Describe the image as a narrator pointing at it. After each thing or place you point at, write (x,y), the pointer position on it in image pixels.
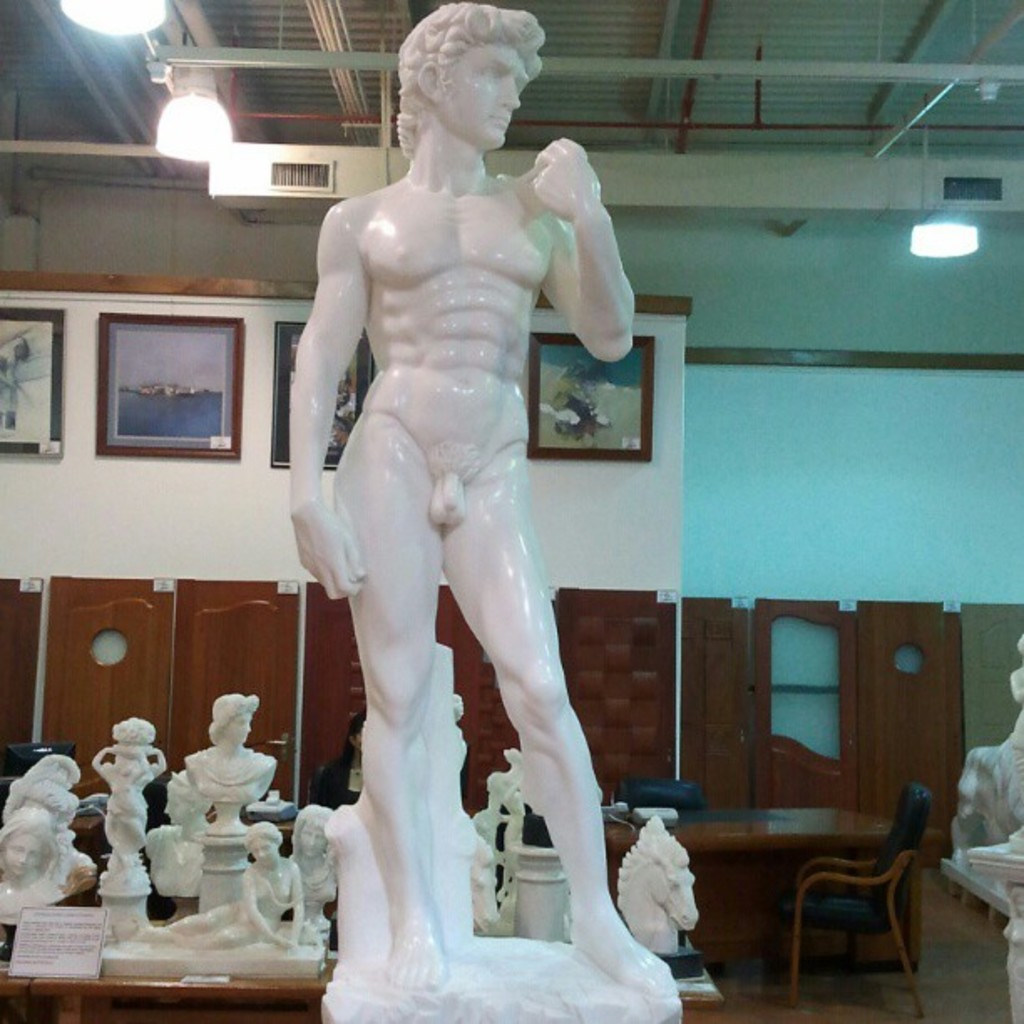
In this image I see many sculptures (413,729) and on the wall (56,479) I see the photo frames (653,378). I can also see a chair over here and the lights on the ceiling (599,94).
